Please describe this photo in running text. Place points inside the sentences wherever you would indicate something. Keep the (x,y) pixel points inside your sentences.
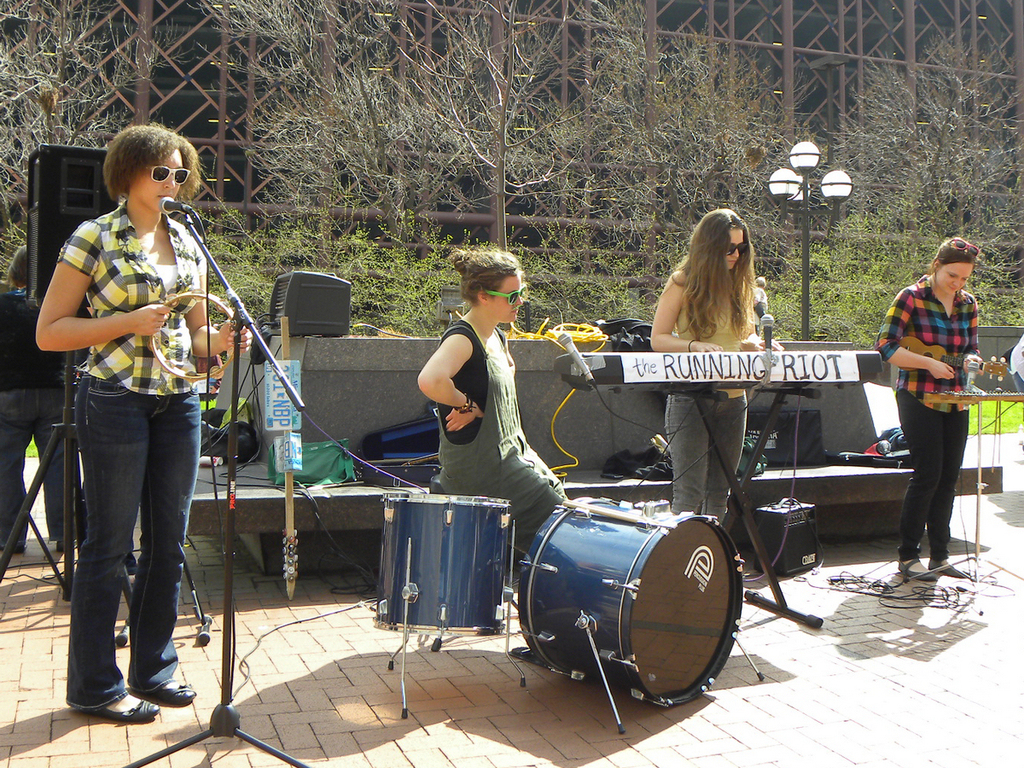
In this image I can see few persons (24,317) standing on the floor (336,681) in front of them I can see musical instrument (436,513) and I can see a cable wire (293,624) attached to the musical instrument (395,629) and I can see bench (306,352) in the middle (354,396), on the bench (383,373) i can see some objects (345,321) as I can see fence (794,134), street light pole (836,203) and trees (481,134).
